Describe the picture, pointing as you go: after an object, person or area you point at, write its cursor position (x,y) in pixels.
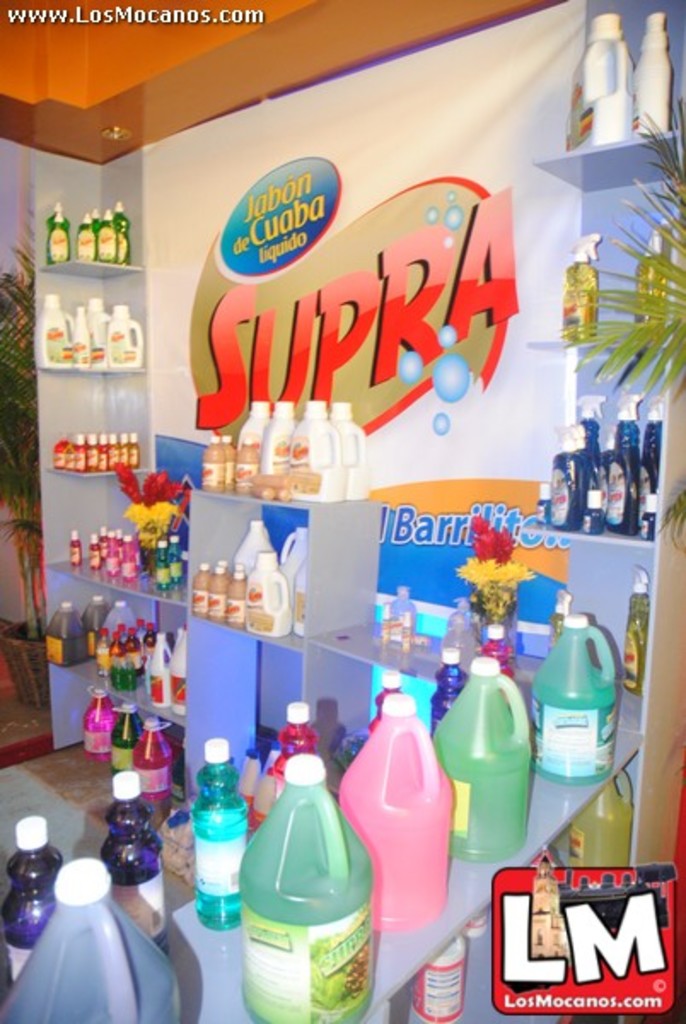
This image is clicked in a room (343,499), where it looks like Store (12,261). There are so many bottles (569,667) in this image and cans (587,681). There is a Banner (197,412) in the middle (434,350) which is indicating Supra brand. Bottom right corner (660,993) there is a logo LM (495,909).
